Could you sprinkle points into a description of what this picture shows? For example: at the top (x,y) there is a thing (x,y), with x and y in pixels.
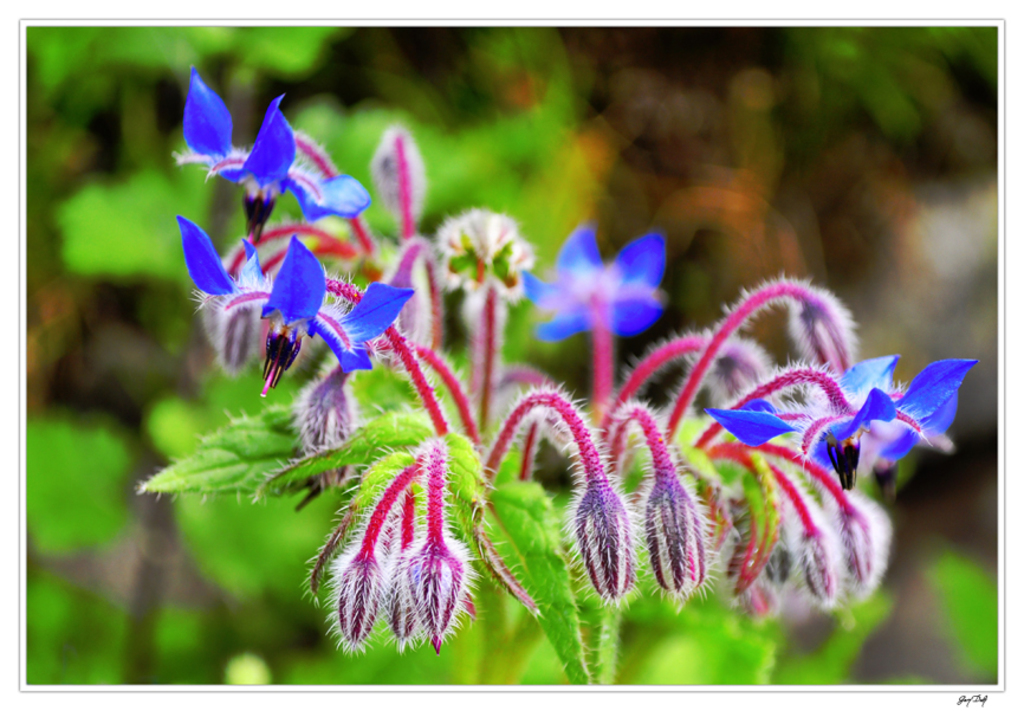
In this image we can see some flowers (333,315), plants (435,343), also we can see some text (972,699) on the image, and the background (57,310) is blurred.
